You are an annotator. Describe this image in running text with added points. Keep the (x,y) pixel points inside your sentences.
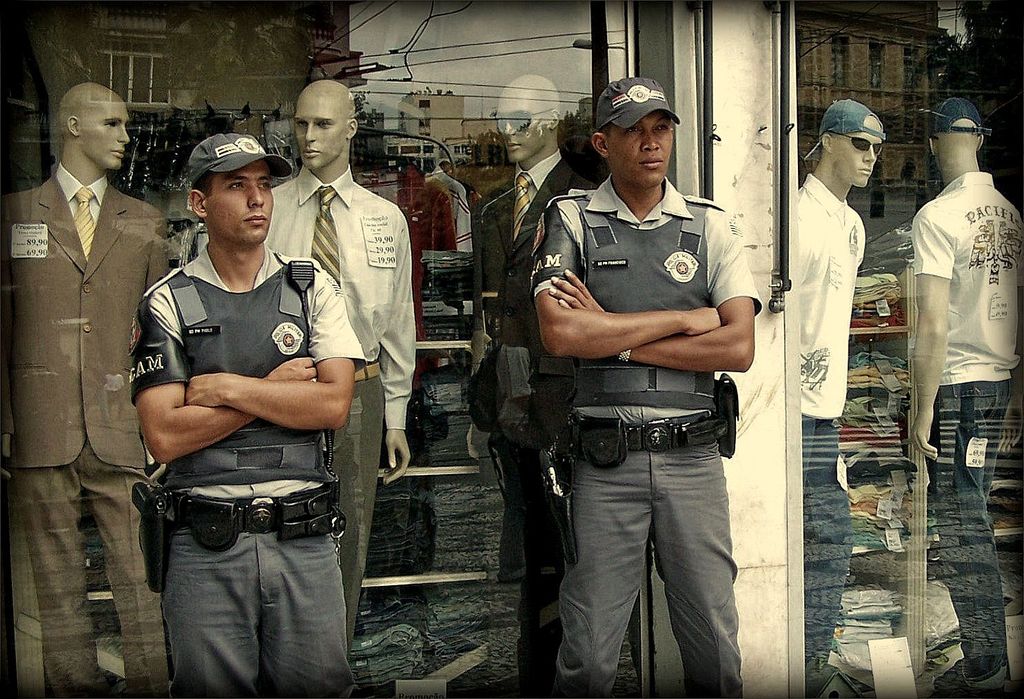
In this picture we can see two men (263,323), clothes (405,339) and mannequins (487,315), in the mirror reflection (490,165) we can find few buildings (842,68) and trees (948,48).
